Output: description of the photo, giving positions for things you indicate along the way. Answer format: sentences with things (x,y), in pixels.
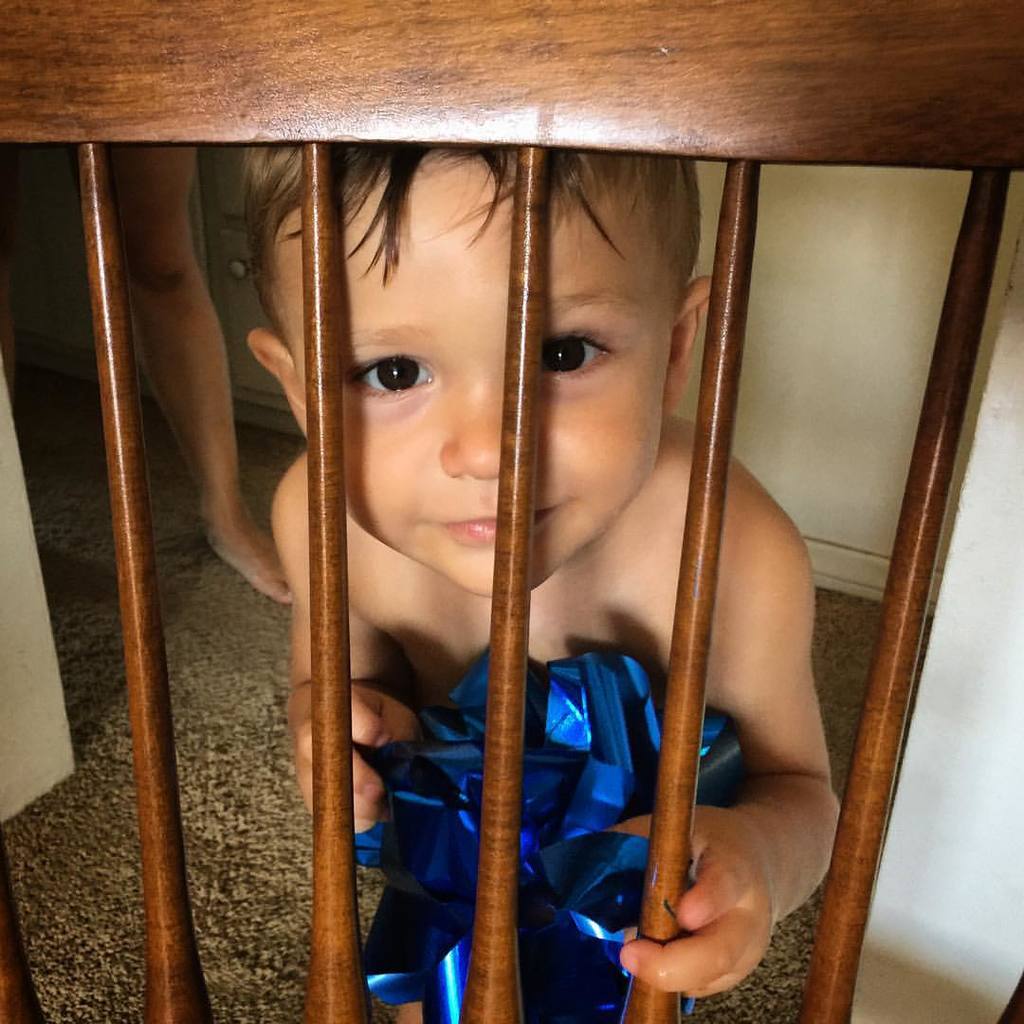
In this picture we can see a boy (640,603), he is smiling, here we can see a wooden rods (658,820) and in the background (27,736) we can see a wall (2,742).
